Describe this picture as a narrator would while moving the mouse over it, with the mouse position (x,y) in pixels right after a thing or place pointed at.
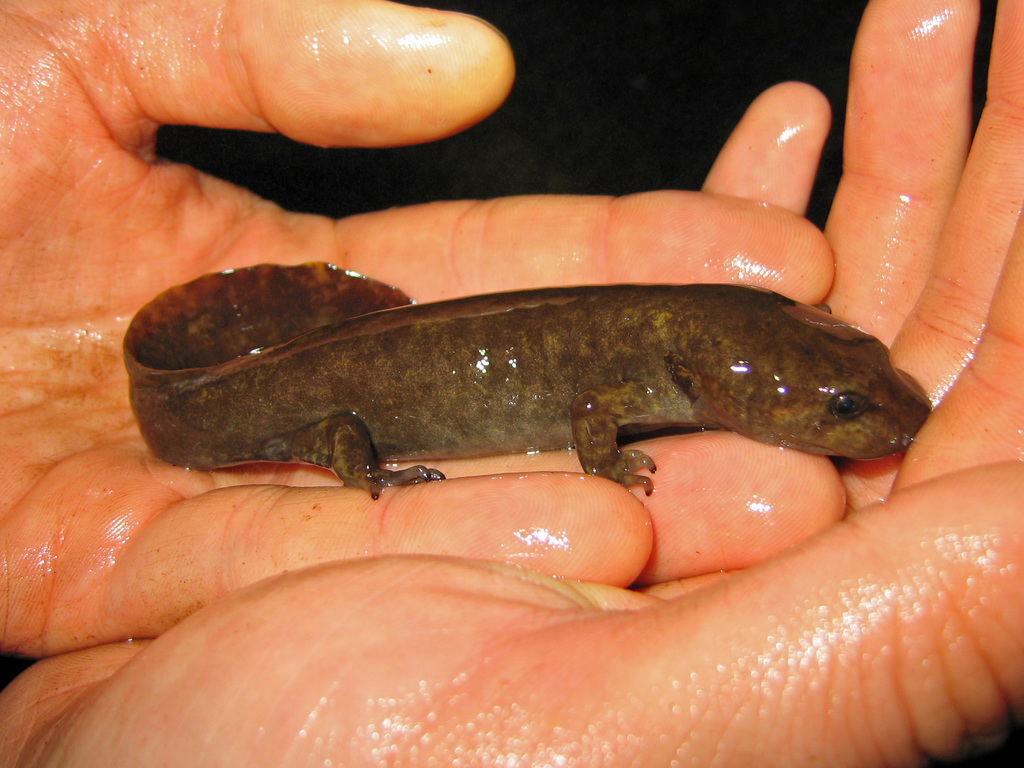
There is a salamander (499,365) on the hands (584,506) of a person (636,539).
